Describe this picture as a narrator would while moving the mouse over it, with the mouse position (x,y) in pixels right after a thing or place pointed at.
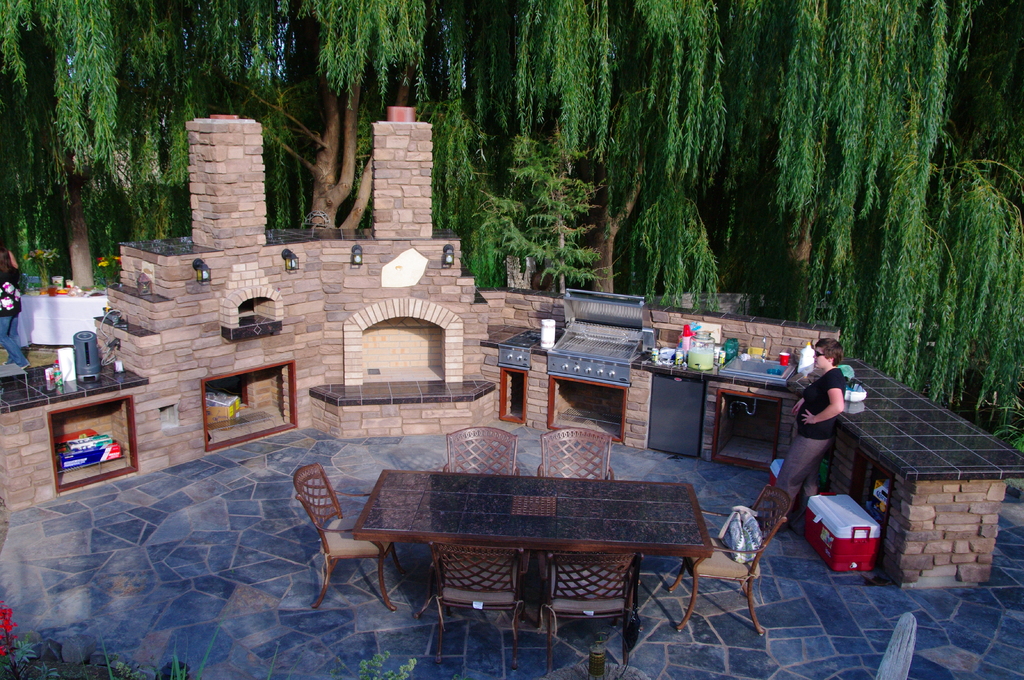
In this picture I can see there is a woman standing here and there is a kitchen (628,348) here. There are tables (531,495) and chairs (561,433), plants (15,625) and in the backdrop (77,17) I can see there are trees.
